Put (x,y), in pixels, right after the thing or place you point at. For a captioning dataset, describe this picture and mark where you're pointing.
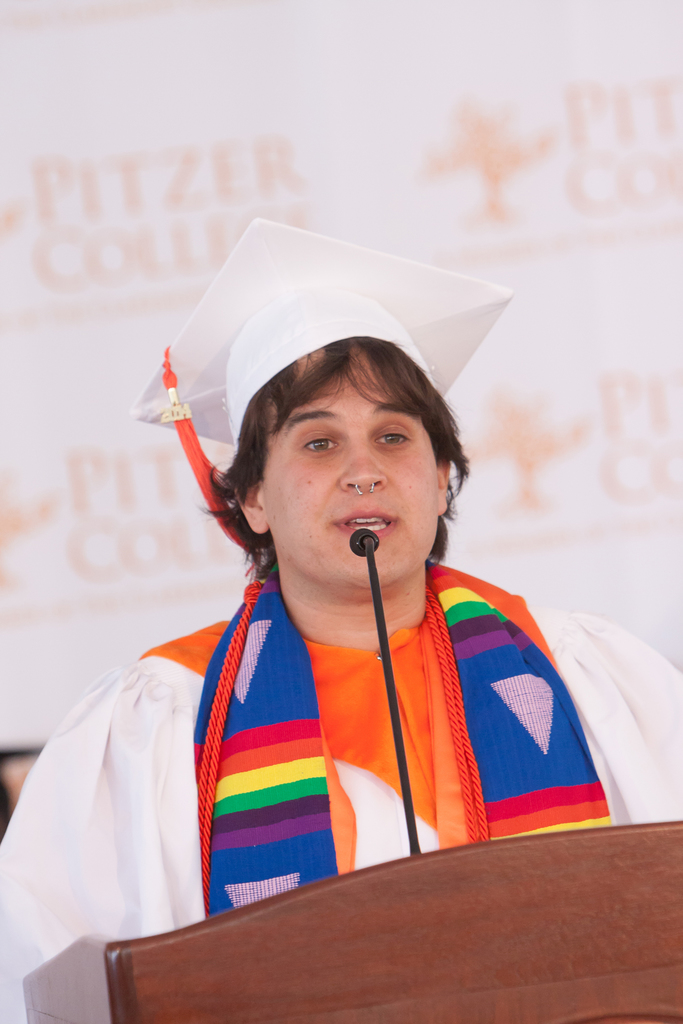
In this image, we can see a person (356,756) standing, there is a podium (156,1022) and a microphone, it seems like the person (354,571) is speaking into the microphone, in the background (255,151) we can see a poster (344,65).
